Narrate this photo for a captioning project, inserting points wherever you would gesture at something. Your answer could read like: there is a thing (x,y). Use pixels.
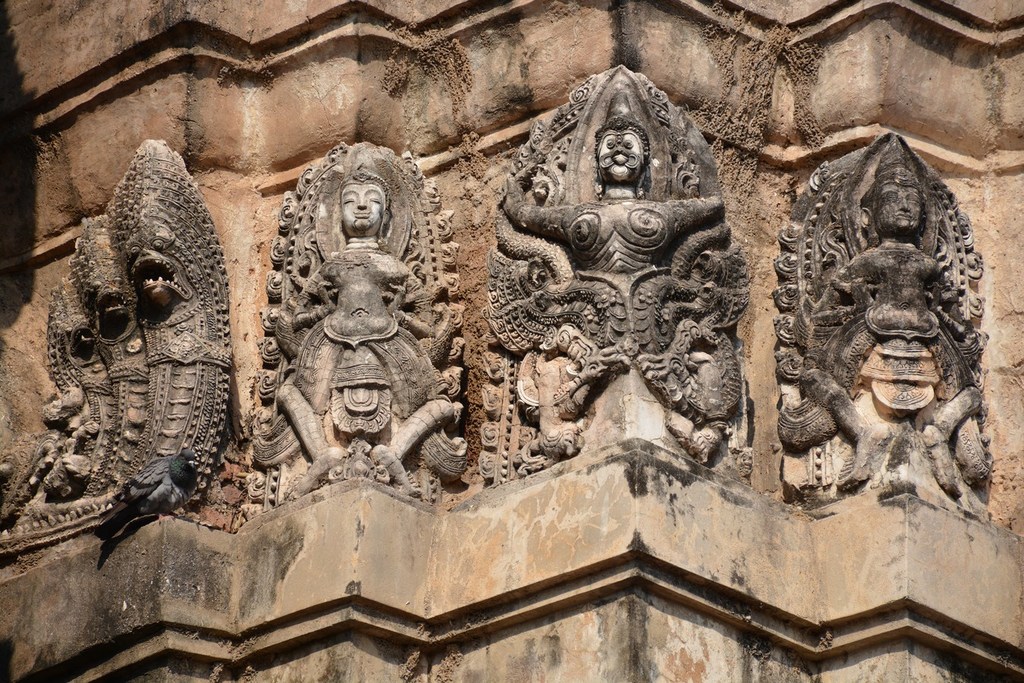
In this image we can see four different sculptures (645,334) on the wall (213,99).
